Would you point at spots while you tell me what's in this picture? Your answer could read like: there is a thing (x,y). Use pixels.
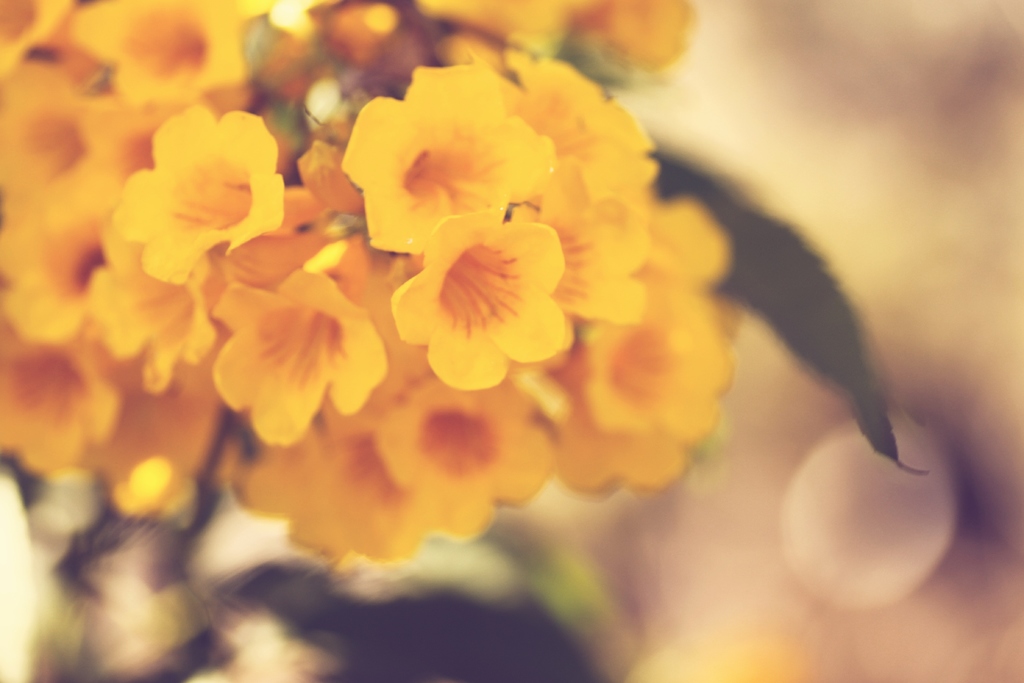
In this image we can see flowers (310,316). In the background (620,577) it is blur.
